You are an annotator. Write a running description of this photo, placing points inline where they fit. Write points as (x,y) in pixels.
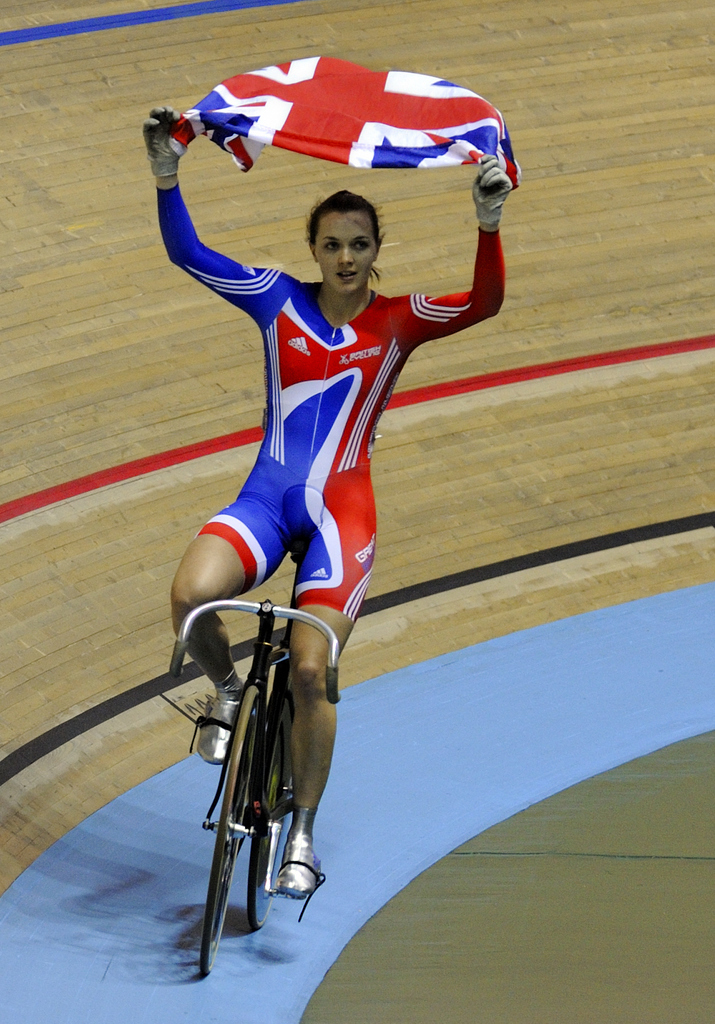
In this image I can see a person (367,359) is on the bicycle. The person (323,337) is wearing red and blue dress (333,347) and she is holding flag (311,115). Back I can see a board (644,256).
